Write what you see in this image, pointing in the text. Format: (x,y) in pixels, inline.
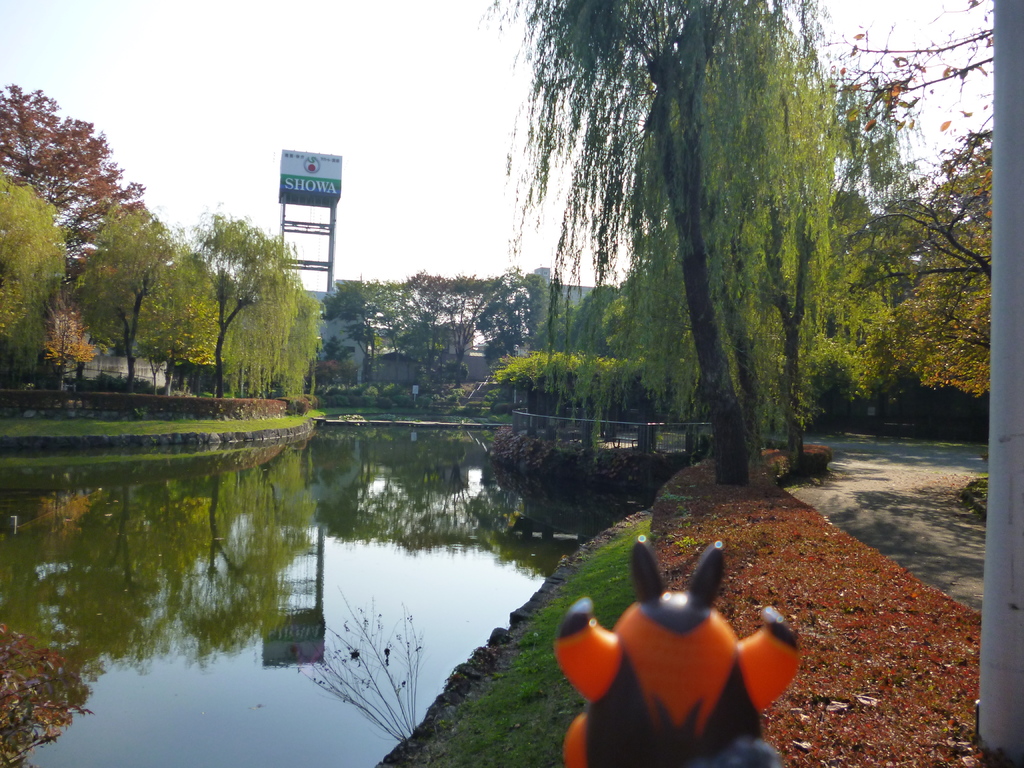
In this image there is some water (222,647) at the bottom (189,657). Beside the water (628,500) there is a road (900,510) on the right side (905,536). In the middle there is a hoarding (305,185) in the background (325,207). At the top (322,63) there is the sky (306,85). There are trees (161,302) on either side of the water (361,502). At the bottom (681,696) it looks like a toy (642,677). In the background (351,346) there is a wall (397,374).
